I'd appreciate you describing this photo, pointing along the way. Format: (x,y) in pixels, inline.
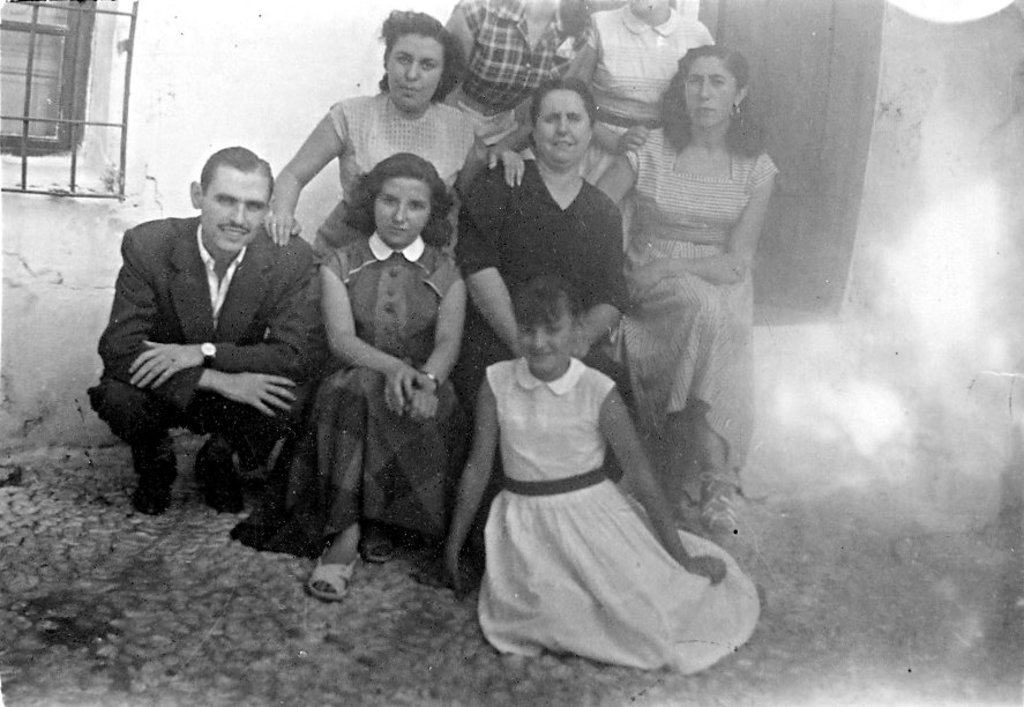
In this given picture, We can see group of people (745,141), few are standing, few are in crouch/kneel position towards the right (766,156), We can see two women's (652,229) sitting in chairs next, We can see a wall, window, a floor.
